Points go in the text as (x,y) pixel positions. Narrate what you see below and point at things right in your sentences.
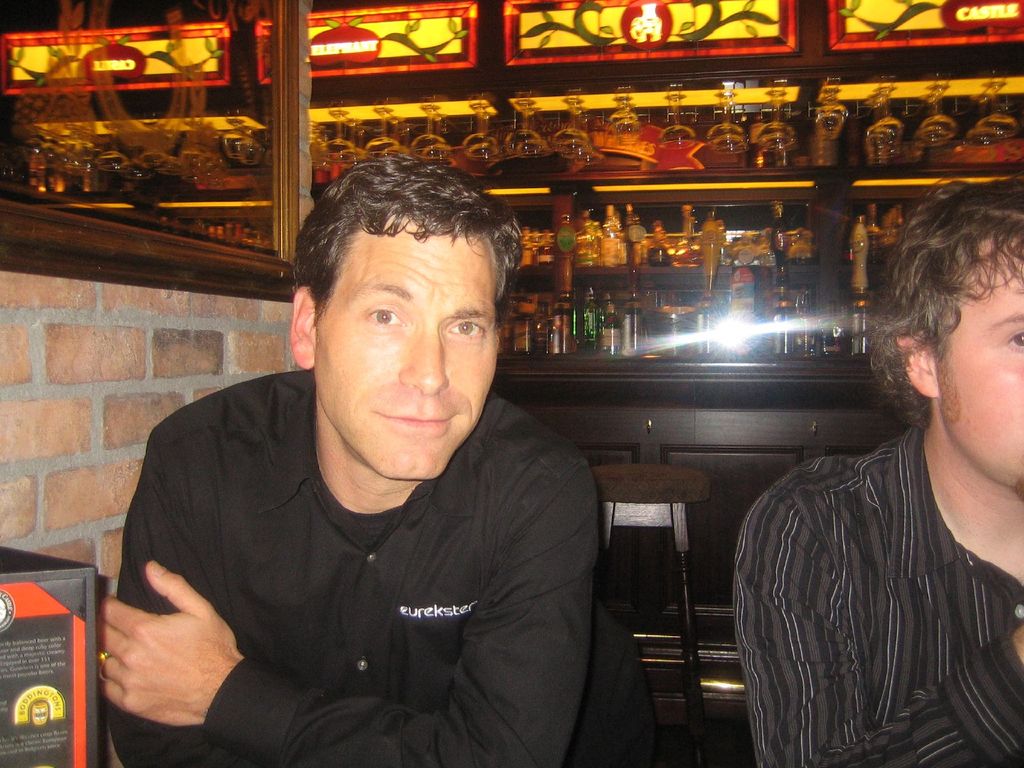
There is one person (432,590) sitting on the chair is wearing black color shirt (358,612), and there is one other person (829,635) sitting on the right side (816,625) to him. There is a wall (173,332) in the background (158,340). We can see there are some bottles (643,251) are kept in a shelf (522,269) at the top of this image (552,147). There is one object (67,600) at the bottom left corner of this image (51,654).
